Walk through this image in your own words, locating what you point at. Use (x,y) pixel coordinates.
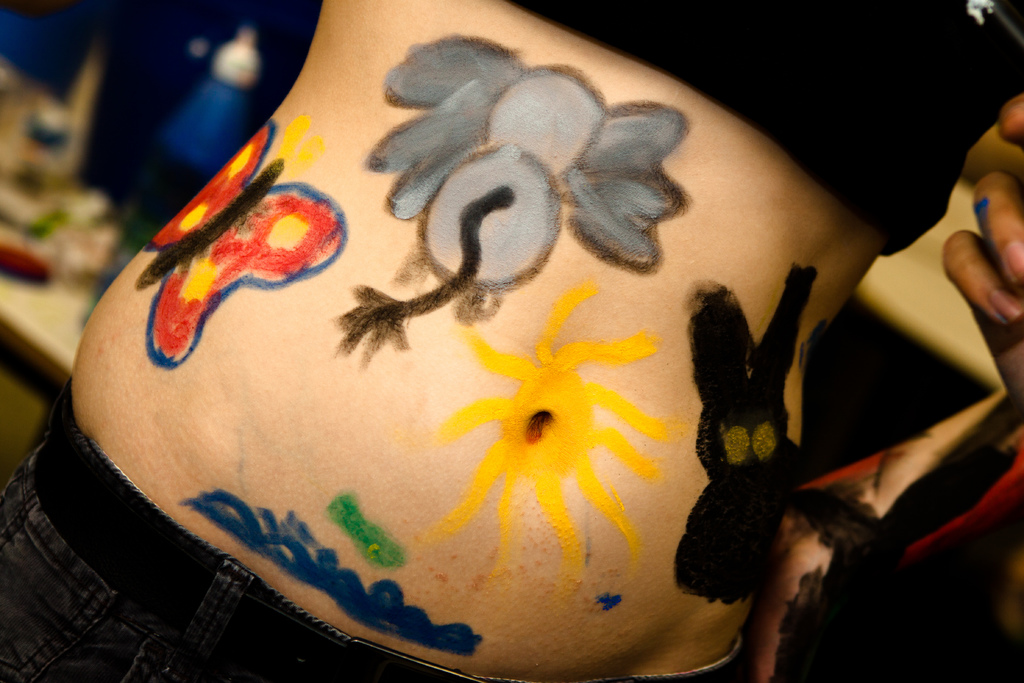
In this image, this looks like a painting (532,415) on a person's stomach (456,498). The background (65,264) looks blurry.
